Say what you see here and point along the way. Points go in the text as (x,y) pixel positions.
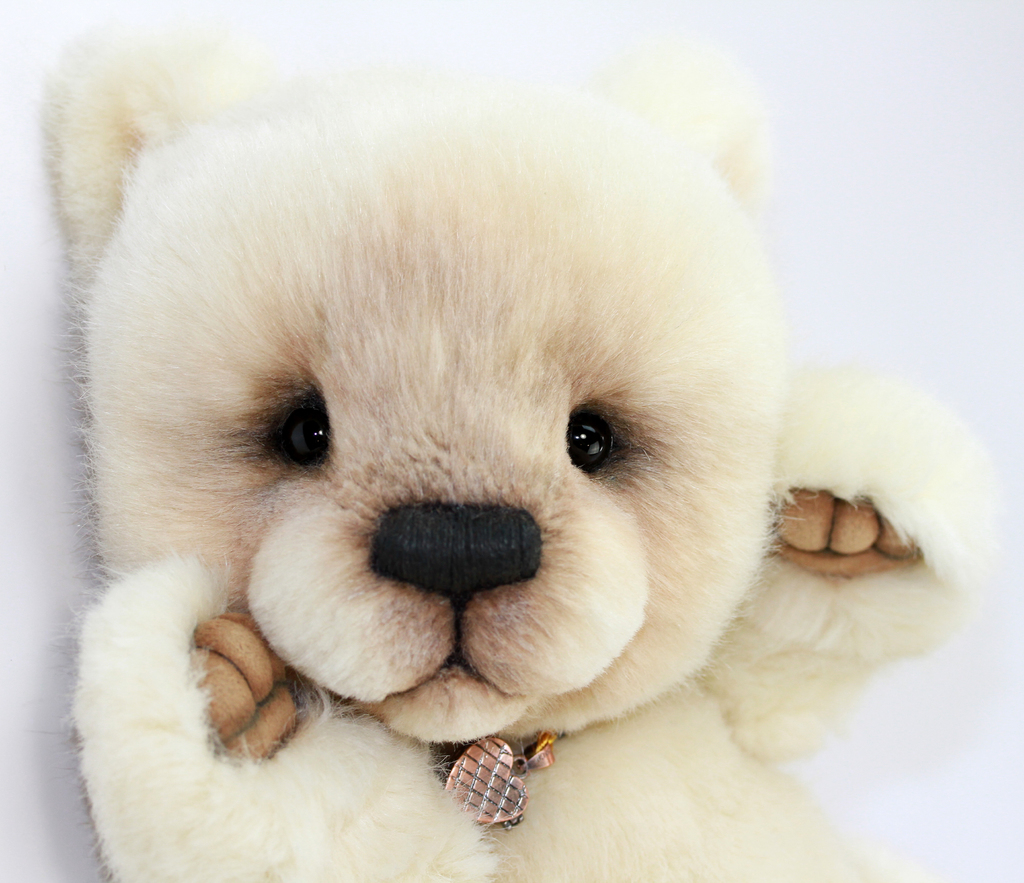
In this image I can see a teddy-bear (645,528) which is in white and black color. Background (890,95) is in white color.
